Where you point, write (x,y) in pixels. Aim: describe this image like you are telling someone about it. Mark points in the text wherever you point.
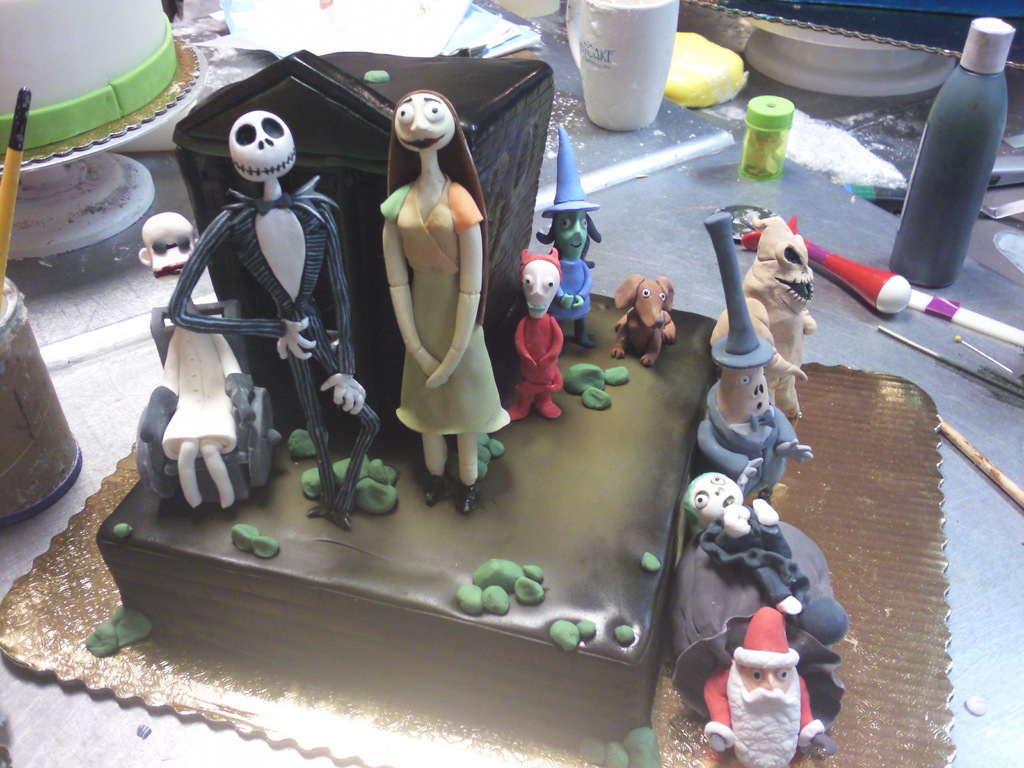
If you look at the middle of an image (600,449) there is a cake (483,573) with the toys (489,370) like a girl (504,411) and a skeleton (344,344) in a suit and also dog toy (660,332) if you observe at the right side of an image (903,236) there is a bottle (919,215) and some powders (867,168) if you come into the left side (38,222) there are other materials (65,132) and at the bottom right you can see the Christmas grand father (742,754).
